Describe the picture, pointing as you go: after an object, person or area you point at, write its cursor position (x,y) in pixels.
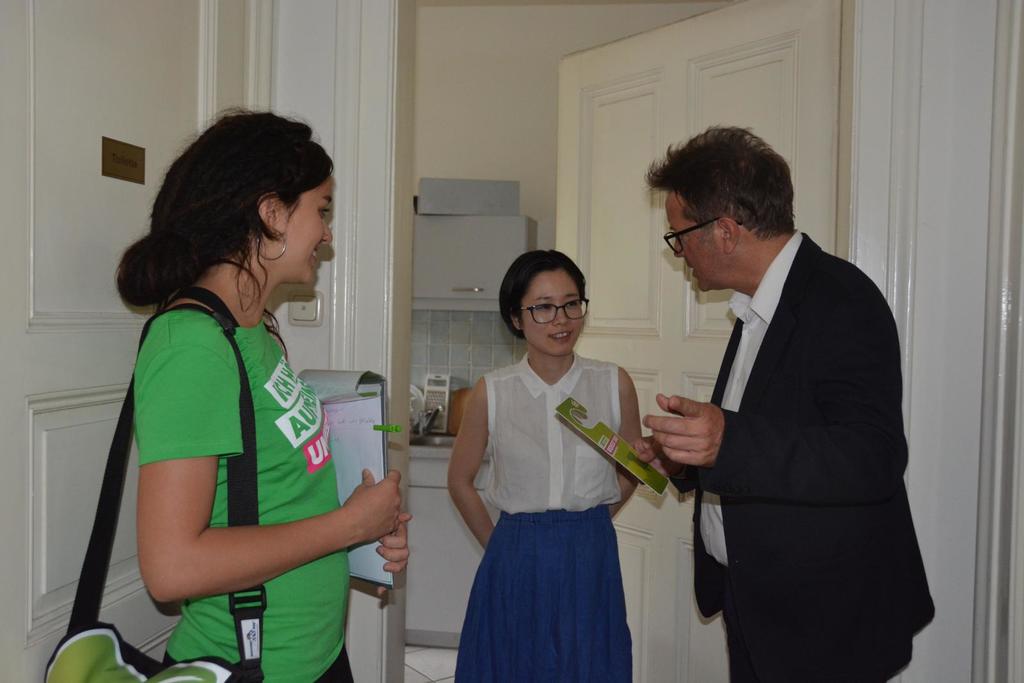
There are three people (270,477) standing, she is carrying a bag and holding papers (376,431) with board (383,464) and he is holding a card (593,415). We can see doors (85,90). In the background (446,388) we can see objects (439,399) and sink (419,443) with tap (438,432) on the surface (430,452), cupboard (428,277) and wall (476,156).
